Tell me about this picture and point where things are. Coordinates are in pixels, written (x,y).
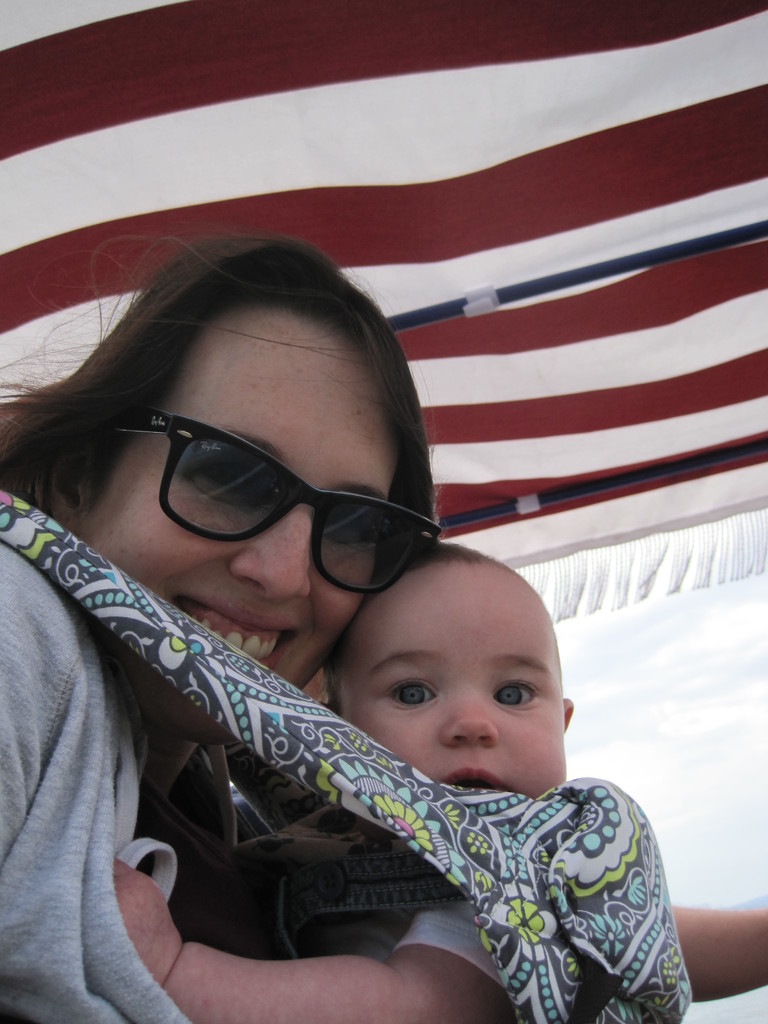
In this picture we observe a woman (112,548) and a baby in her arms (88,791). In the background (394,211) we observe a white and red tent (204,72).
